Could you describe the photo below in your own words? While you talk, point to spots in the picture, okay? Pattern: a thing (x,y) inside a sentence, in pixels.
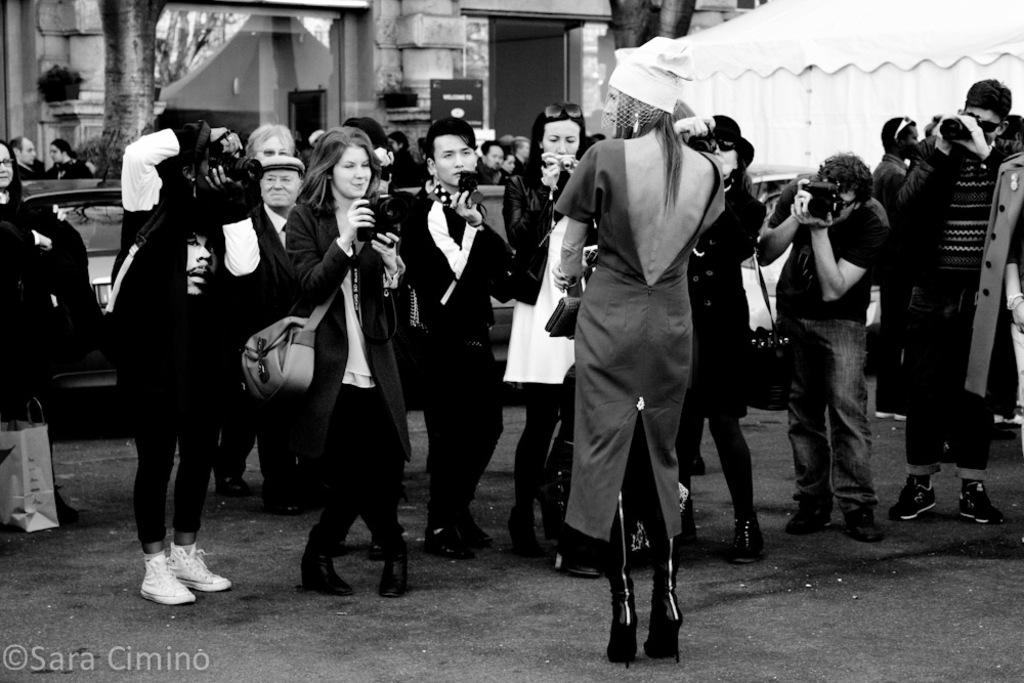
It is a black and white image, in the middle (581,236) a beautiful woman (640,48) is standing. On the left side (149,204) few people (334,299) are taking the photographs of her and behind them there is a car (116,207).
